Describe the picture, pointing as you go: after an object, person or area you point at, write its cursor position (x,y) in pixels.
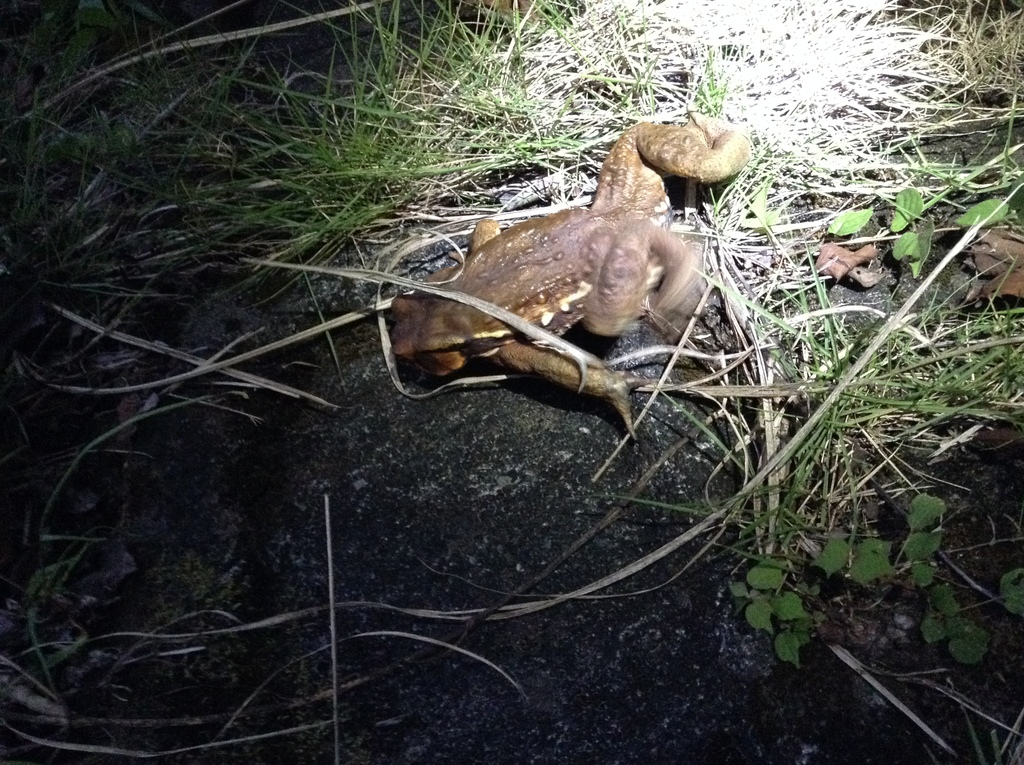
In this picture I can see a frog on the rock (540,556), and in the background (544,197) there is grass (76,251).
